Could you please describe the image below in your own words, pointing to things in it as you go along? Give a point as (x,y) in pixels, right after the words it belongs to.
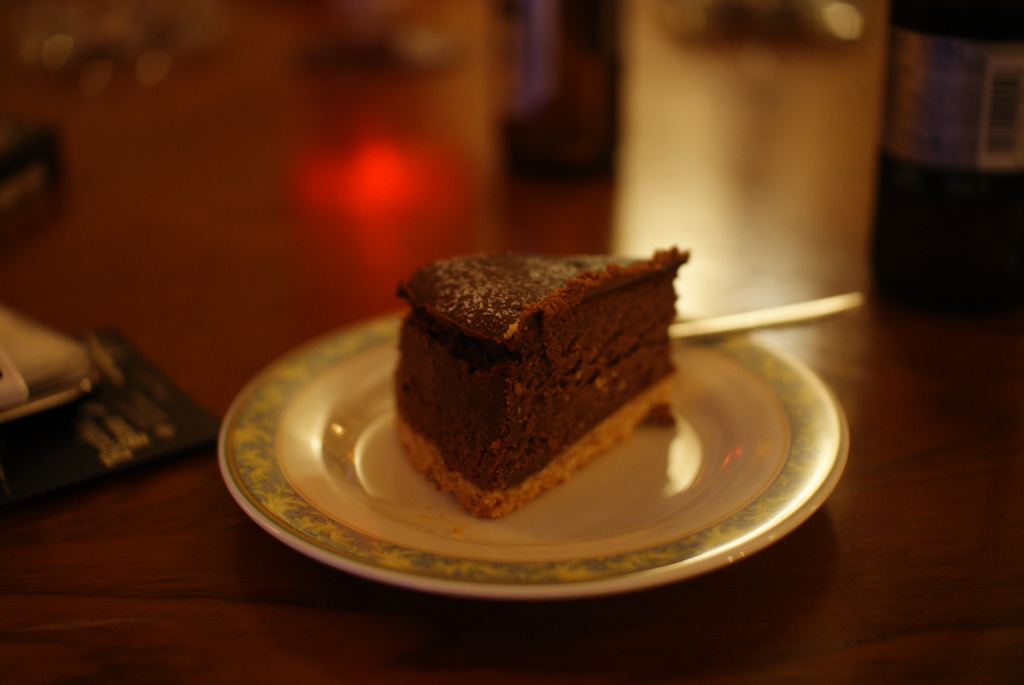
In the image we can see a plate (582,522), cake piece (554,476) on the plate (614,505), wooden surface (806,594) and the background (552,187) is blurred.
